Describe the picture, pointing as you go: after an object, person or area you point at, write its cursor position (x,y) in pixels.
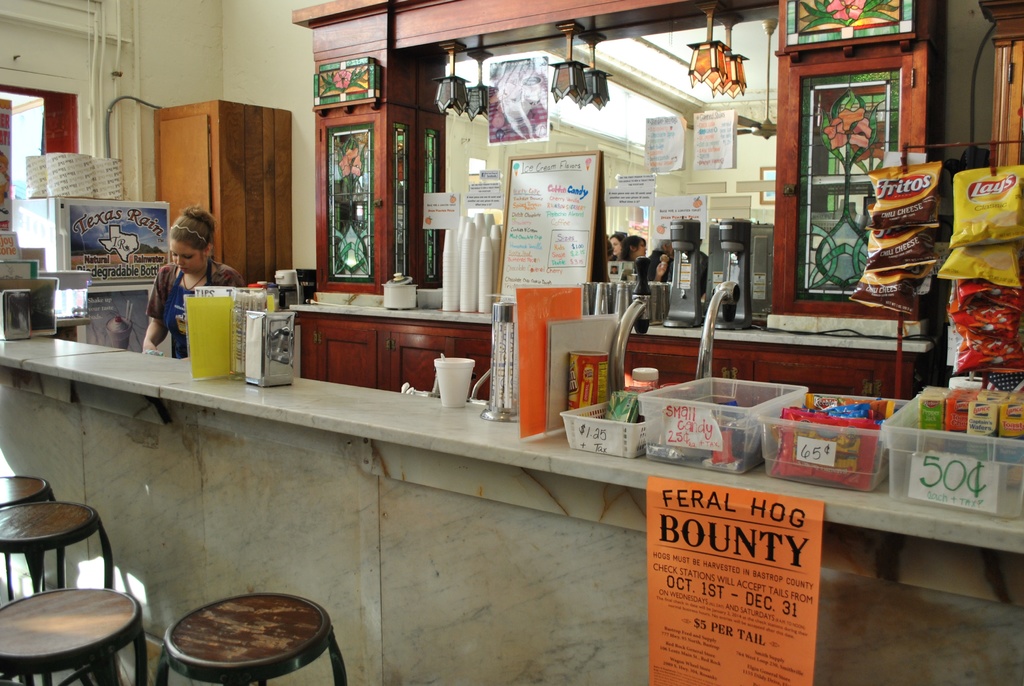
In this picture we can see a woman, here we can see stools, bowls (652,431), chips packets (893,273), cupboards (444,340), some objects (493,369) and in the background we can see a wall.
